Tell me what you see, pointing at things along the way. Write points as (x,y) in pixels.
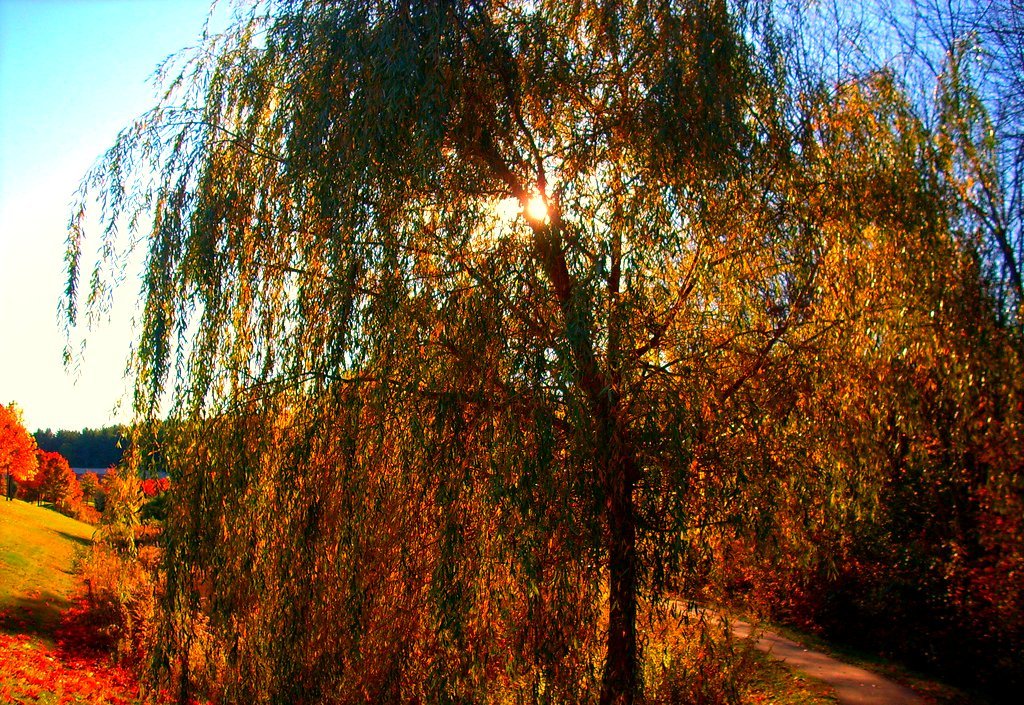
In this image we can see a group of trees (469,481) and a pathway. On the backside (59,226) we can see the sun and the sky (82,225) which looks clear.
